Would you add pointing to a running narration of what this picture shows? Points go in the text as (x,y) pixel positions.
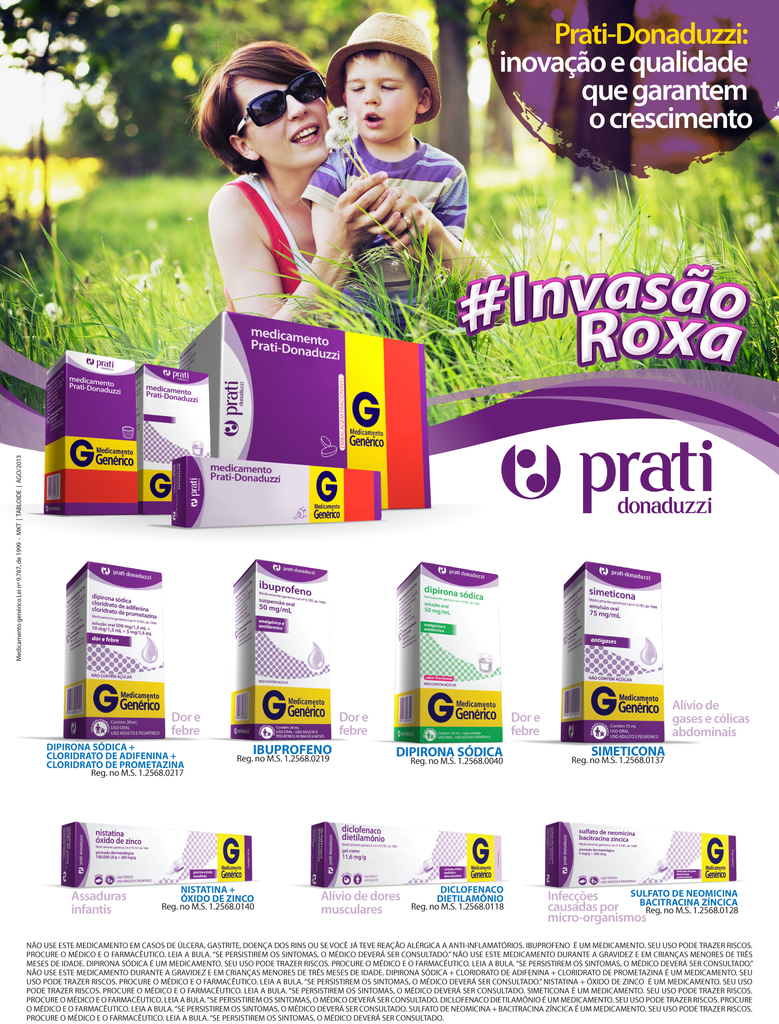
This image looks like a poster. It is an advertisement. There are two persons (336,244) at the top (281,201). One is a woman (274,278), another one is a child (349,223). There is grass (468,357) in the middle (492,369). There is something written on this image.
